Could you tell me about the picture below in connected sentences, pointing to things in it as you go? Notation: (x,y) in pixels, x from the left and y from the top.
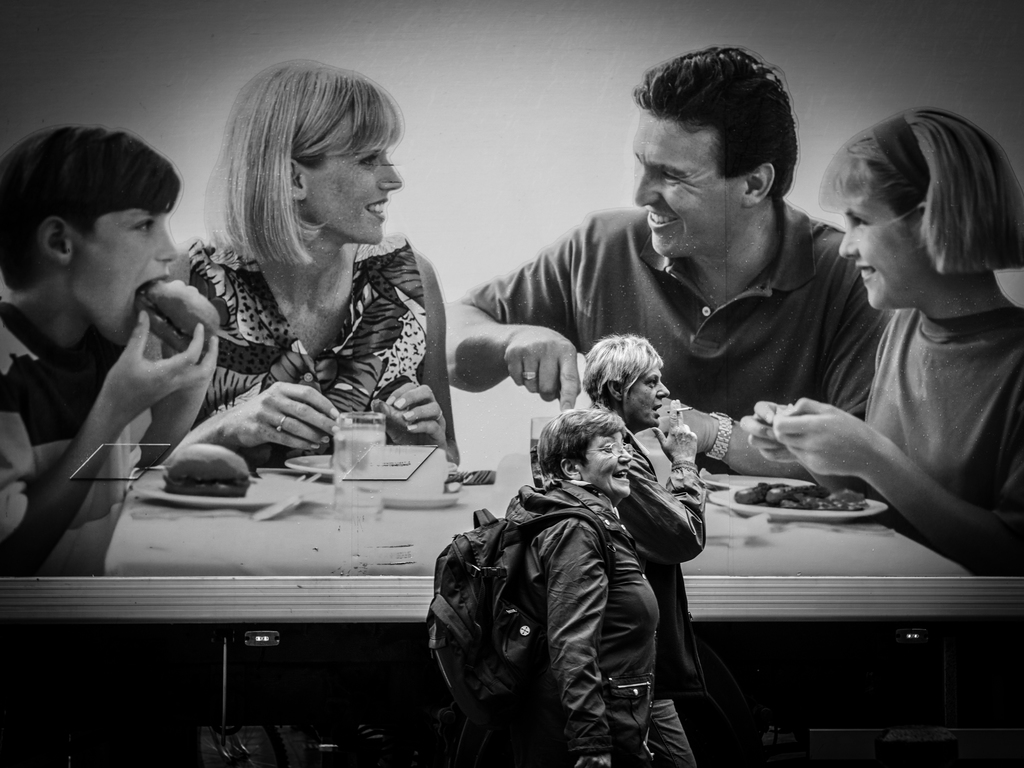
This is a black and white picture. I can see two persons (576,696) standing, and in the background (512,67) there is a hoarding (294,44). On the hoarding (481,298) I can see a table (354,553) with glasses (374,492), food items (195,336) on the plates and I can see four persons (587,316) sitting.
